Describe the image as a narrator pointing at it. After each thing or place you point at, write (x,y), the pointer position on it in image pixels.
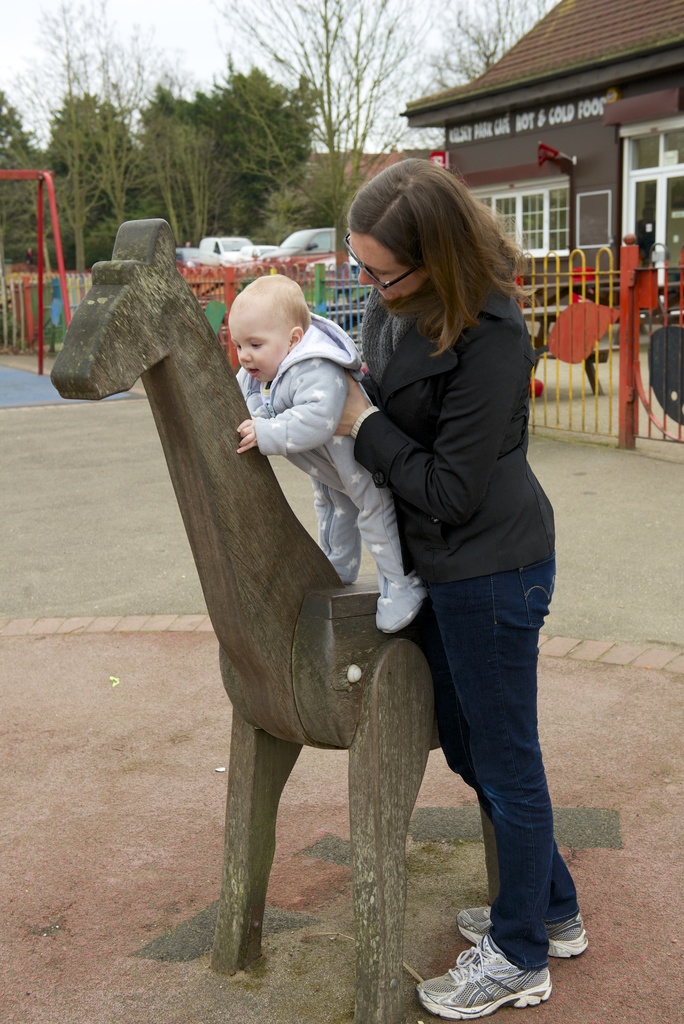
In the image there is a woman (494,500) with black jacket (483,464) and jeans (483,750) holding a baby (324,424) on a giraffe statue (266,641), behind them there is a fence (332,319) followed by a building (655,234) in the background (209,163) along with trees (301,128) in the left side (220,166) and there are some vehicles (260,246) parked in front of the trees (342,244) and above its sky (92,58).
